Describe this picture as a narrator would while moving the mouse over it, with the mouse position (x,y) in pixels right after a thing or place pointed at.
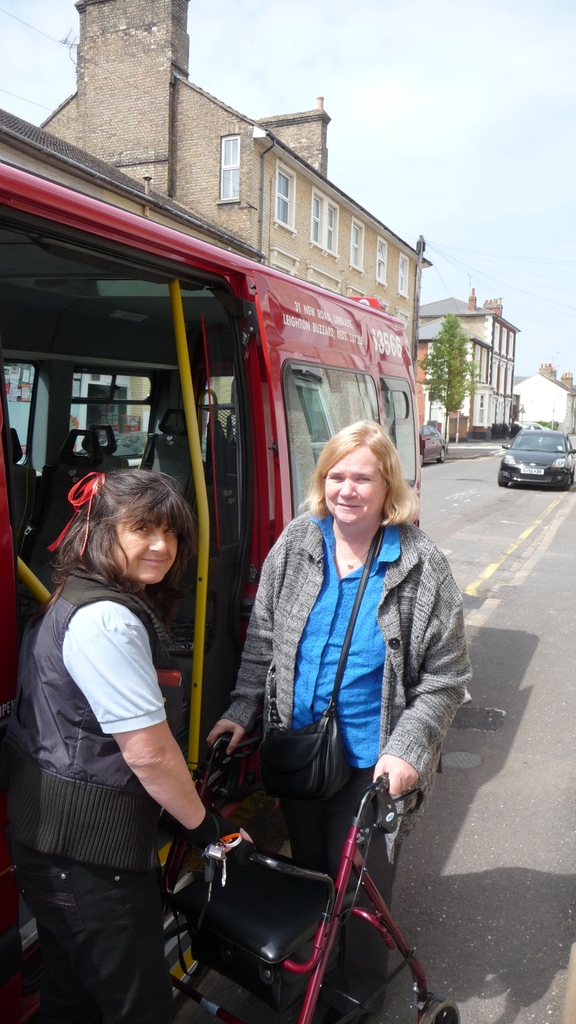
This picture is clicked outside. In the foreground (357,531) we can see the two persons (140,637) wearing jackets (403,613), smiling, standing and holding a walker (334,881). On the left (149,347) we can see a red color vehicle (229,313) standing on the road (464,539). In the background (529,453) we can see a black color car (521,454) and we can see the tree (450,369), sky (513,223), buildings (440,313), another vehicle (431,440) and some other objects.
